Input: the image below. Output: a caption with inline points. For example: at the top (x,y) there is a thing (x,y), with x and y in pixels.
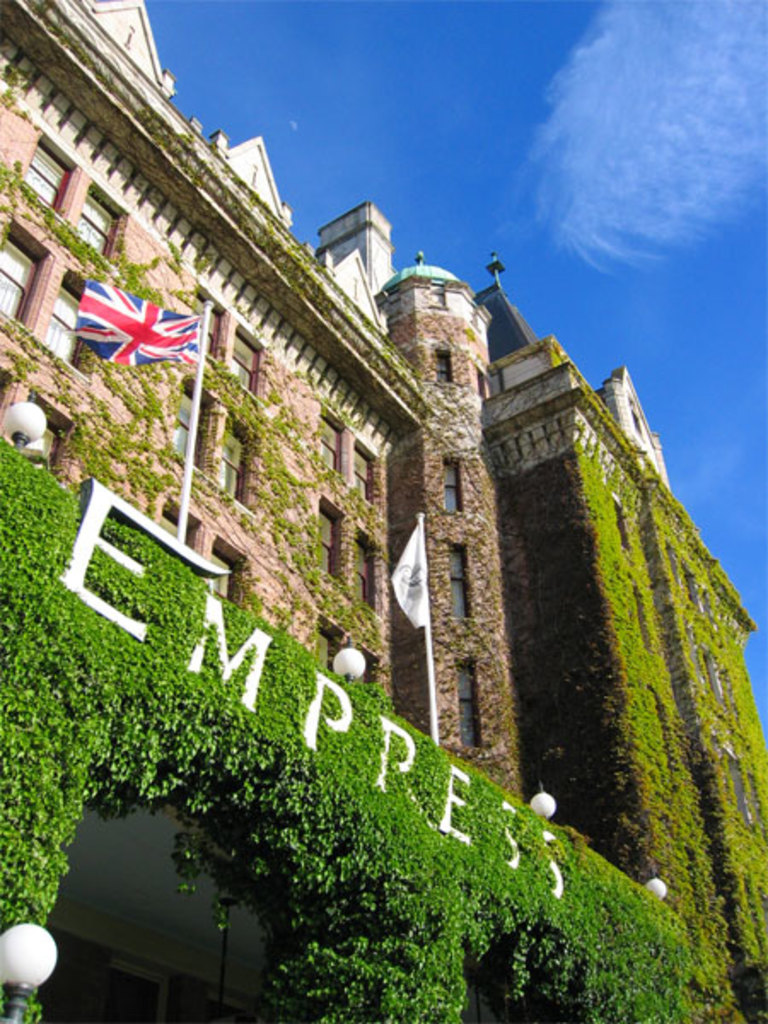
In this image I see the building (338,569) and I see the green ivy (205,671) and I see a word (308,742) written over here and I see flags (96,349) on these 2 poles (193,415) and in the background (351,71) I see the clear sky (452,147) and I see the light bulbs (54,949).
